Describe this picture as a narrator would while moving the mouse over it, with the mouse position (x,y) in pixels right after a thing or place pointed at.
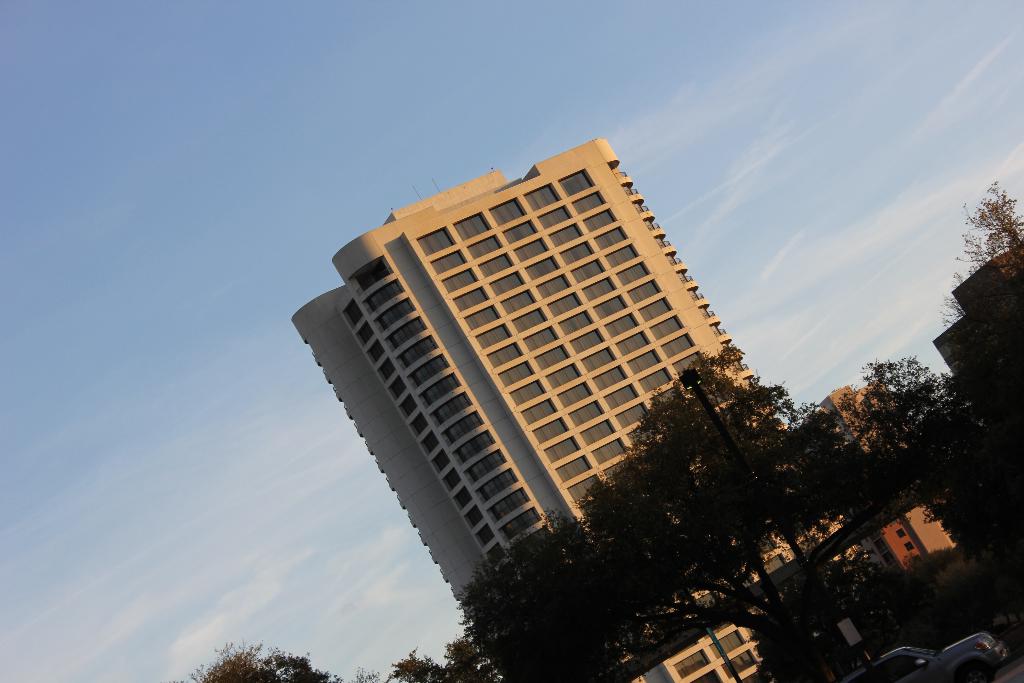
In the image there is a building (480,337) in the back (605,479) with trees (705,540) and vehicles (969,682) in front of it and above its sky (850,210) with clouds (85,613).
